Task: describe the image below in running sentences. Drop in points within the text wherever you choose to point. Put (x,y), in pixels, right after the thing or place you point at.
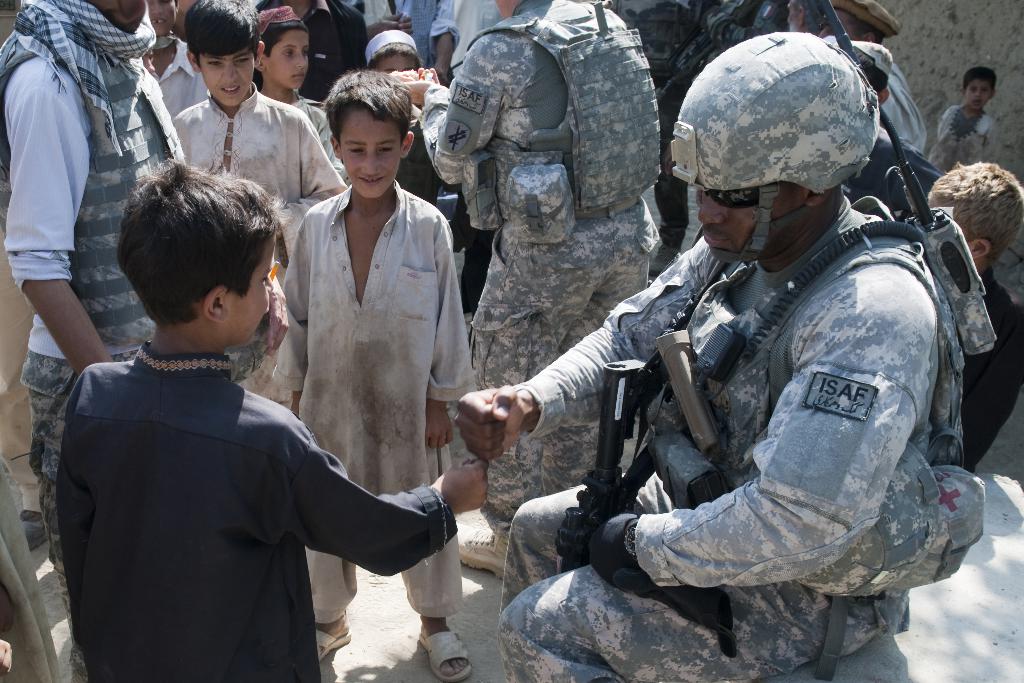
This picture is clicked outside. On the right (804,253) there is a person (749,373) wearing a uniform (842,410) and sitting on an object (955,648). On the left (194,206) we can see the group of people (556,46) and group of kids (359,244) standing on the ground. In the background (989,40) there is a wall (984,43).
